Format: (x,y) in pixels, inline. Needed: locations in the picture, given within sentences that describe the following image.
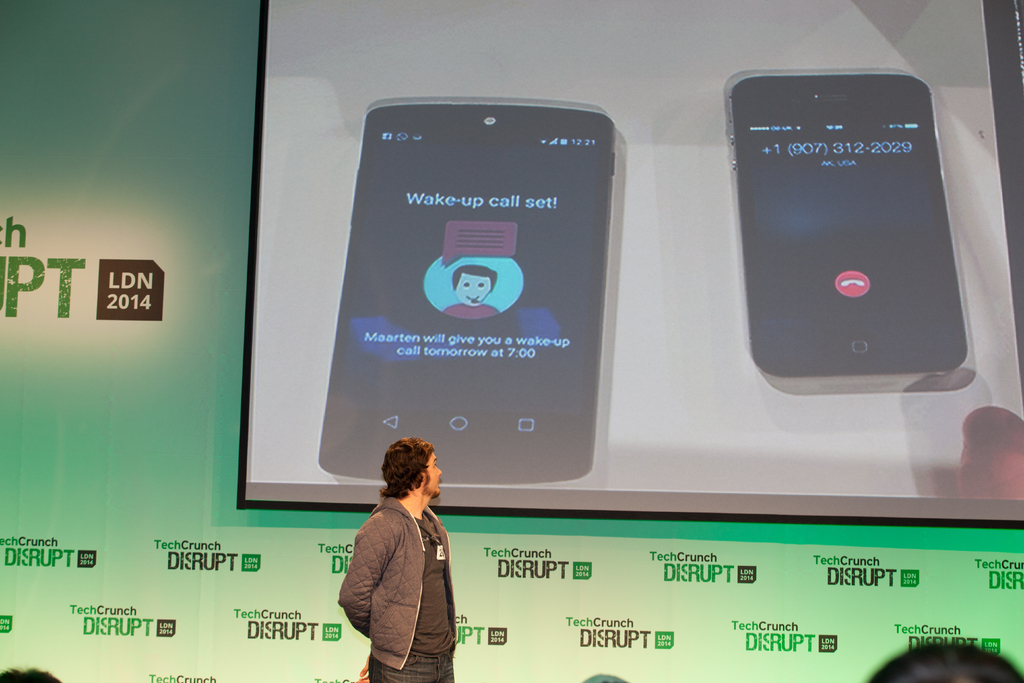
In the image we can see there is a person (435,590) standing and behind there is a banner (800,666). There is a projector screen (736,137) on the banner (146,485) and there are pictures (600,287) of mobile phones (600,287) on the projector screen (665,302).
